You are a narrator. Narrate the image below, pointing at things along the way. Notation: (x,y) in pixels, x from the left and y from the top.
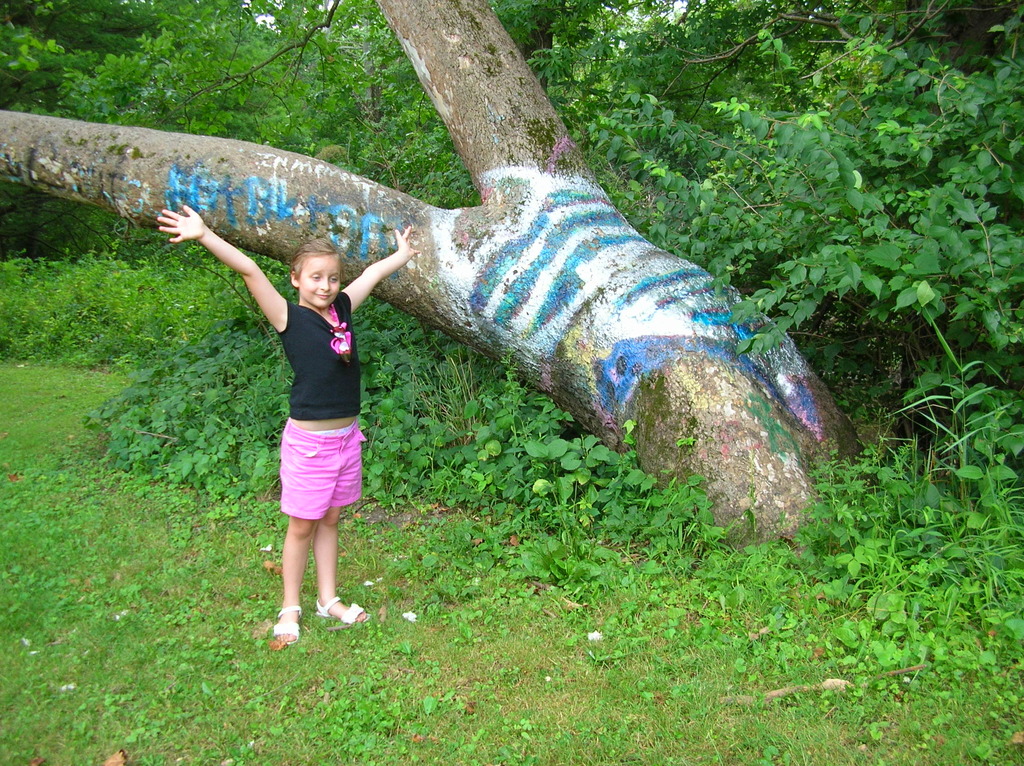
This picture is clicked outside. On the left (304,335) there is a kid (291,334) wearing black color t-shirt (308,357) and standing on the ground (362,637) and we can see the green grass (593,646) plants (612,520) and trees (799,81). In the background (701,392) there is a trunk (543,239) and branches (436,215) of a tree (628,406).
